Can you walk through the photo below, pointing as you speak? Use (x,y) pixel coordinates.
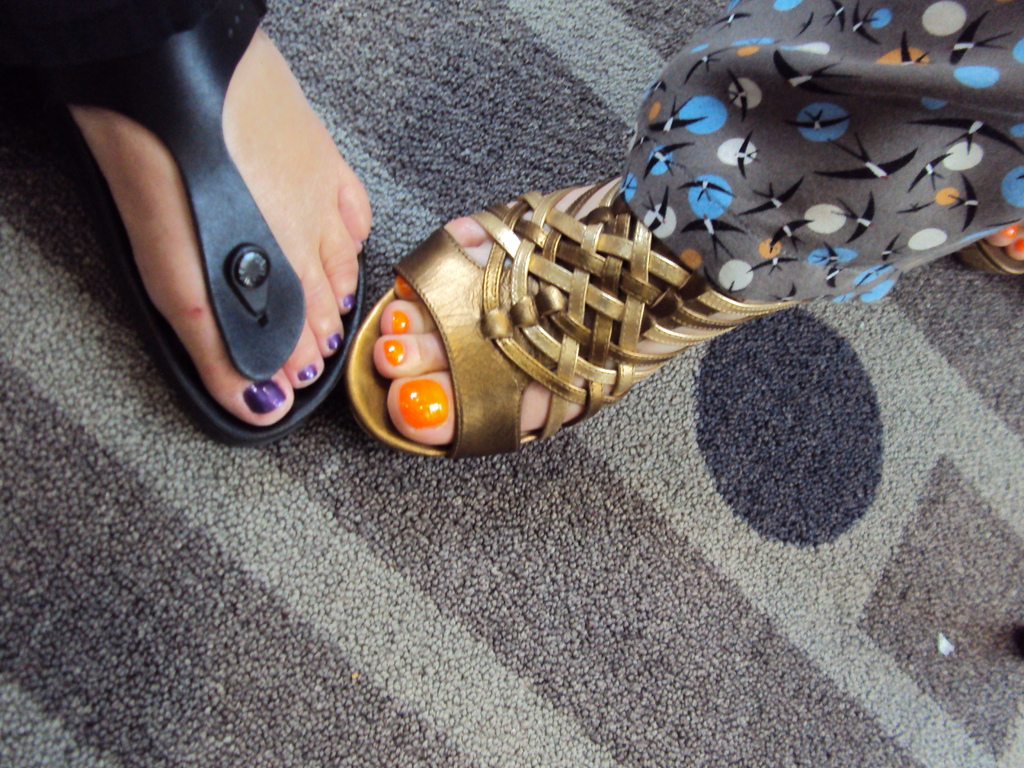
In this image on the carpet (313,426) there are three legs (216,216). On the left (186,165) the person (141,47) is wearing black sandal (232,250). In the right (702,312) the person (602,348) is wearing golden sandal (561,339).
